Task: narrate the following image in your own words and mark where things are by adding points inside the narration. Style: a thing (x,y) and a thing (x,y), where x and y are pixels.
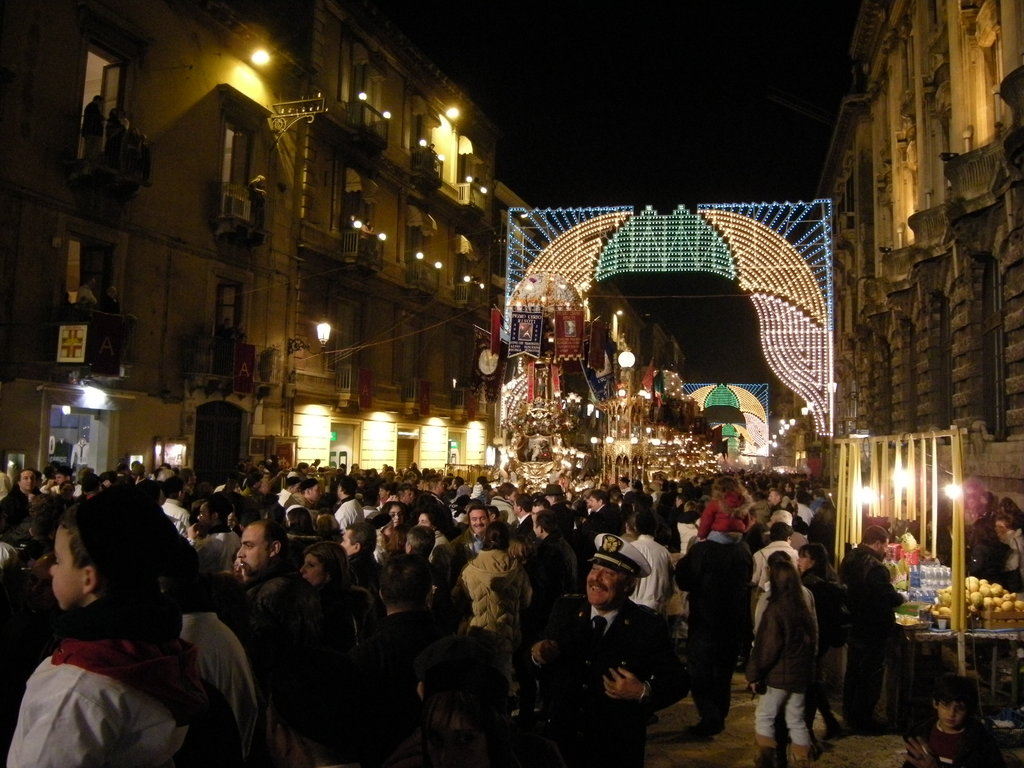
In this picture we can see a group of people (523,645) on the ground (745,726), lights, bottles (919,588), buildings (392,178) with windows (417,360), some objects (557,342) and in the background (606,133) it is dark.
